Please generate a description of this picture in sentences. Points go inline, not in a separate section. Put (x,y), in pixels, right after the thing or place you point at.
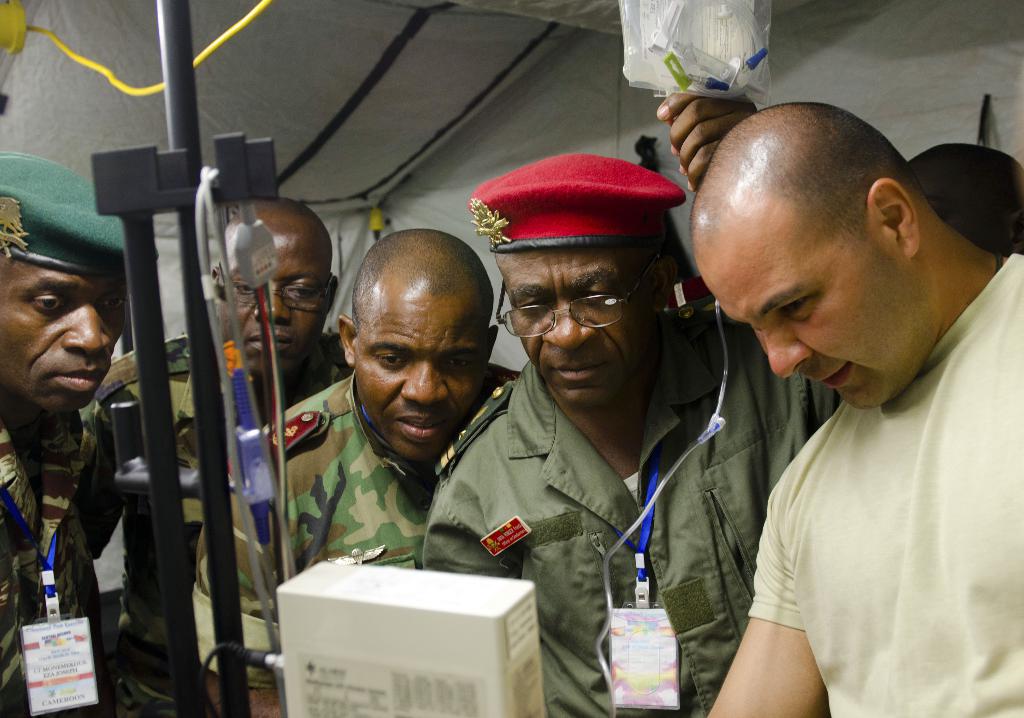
In this image we can see persons (352,411) standing and looking into something. In the background (553,106) there are tent (418,103), electric cables (240,234) and machines (358,679).
